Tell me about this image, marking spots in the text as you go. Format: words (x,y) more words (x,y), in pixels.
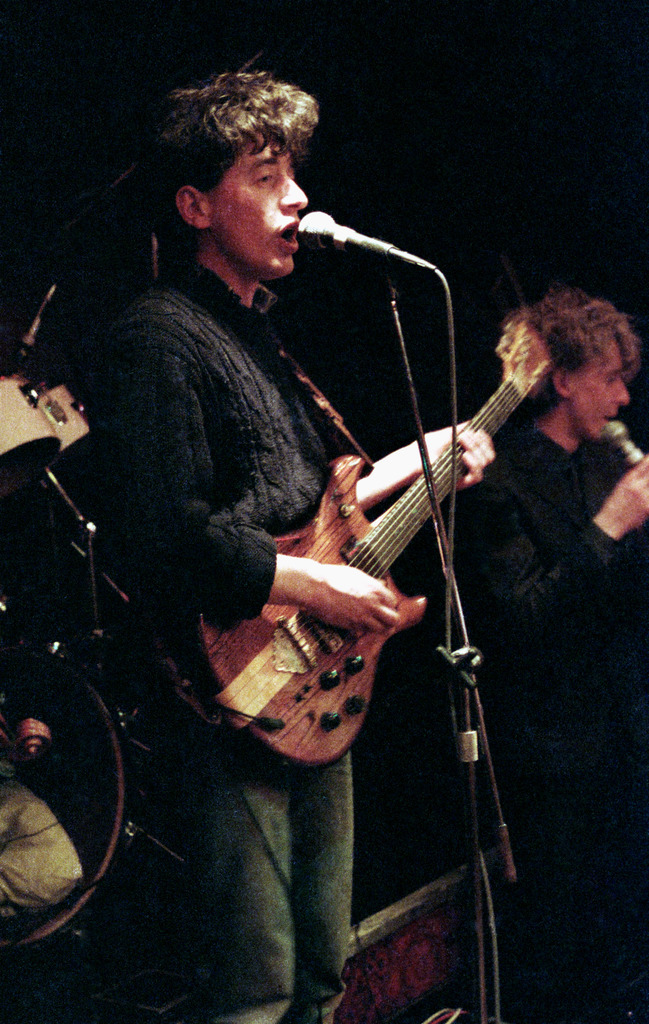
In this picture a guy (216,209) is playing a guitar (353,566) and singing through a mic (322,230) placed in front of him. We also observed another person (563,664) to the right side of the image (577,438). There are also musical instruments (50,444) to the left side of the image (52,458).
